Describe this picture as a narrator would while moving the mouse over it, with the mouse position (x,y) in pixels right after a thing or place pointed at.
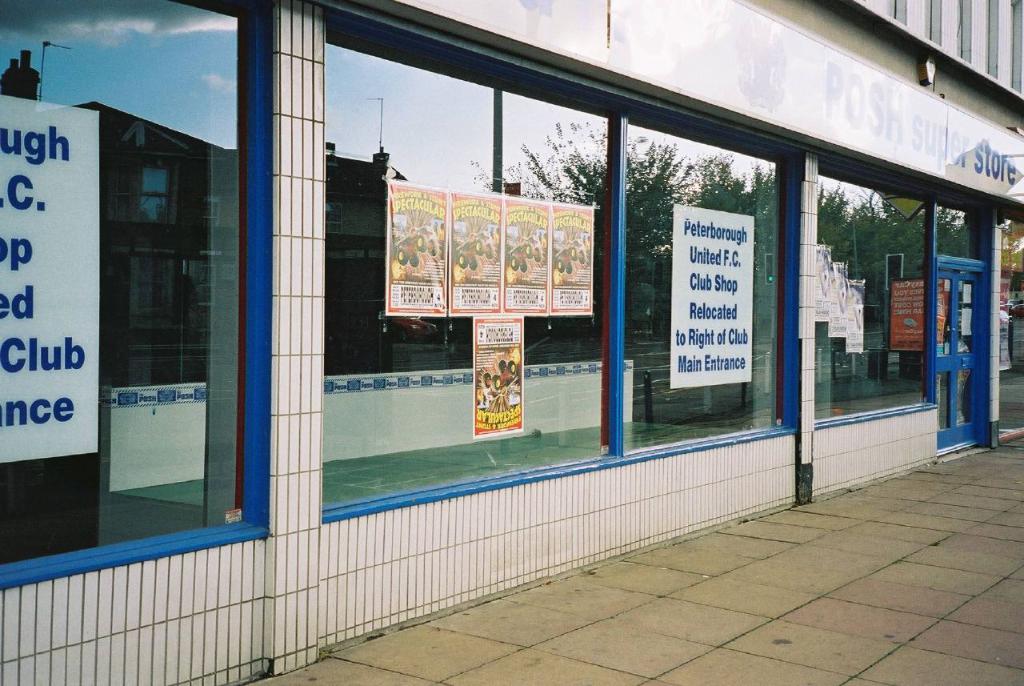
In this image there is a building (613,290), there is a glass wall (643,242), there is a door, there is a board (658,85) towards the top of the image (845,117), there is text (865,92) on the board (795,73), there are papers (717,316) on the glass wall (588,325), there is text (701,262) on the papers (708,274), we can see the sky (453,107) on the glass wall (520,145), we can see houses (332,264) on the glass wall (237,237), there is ground (733,612) towards the bottom of the image (845,592).
